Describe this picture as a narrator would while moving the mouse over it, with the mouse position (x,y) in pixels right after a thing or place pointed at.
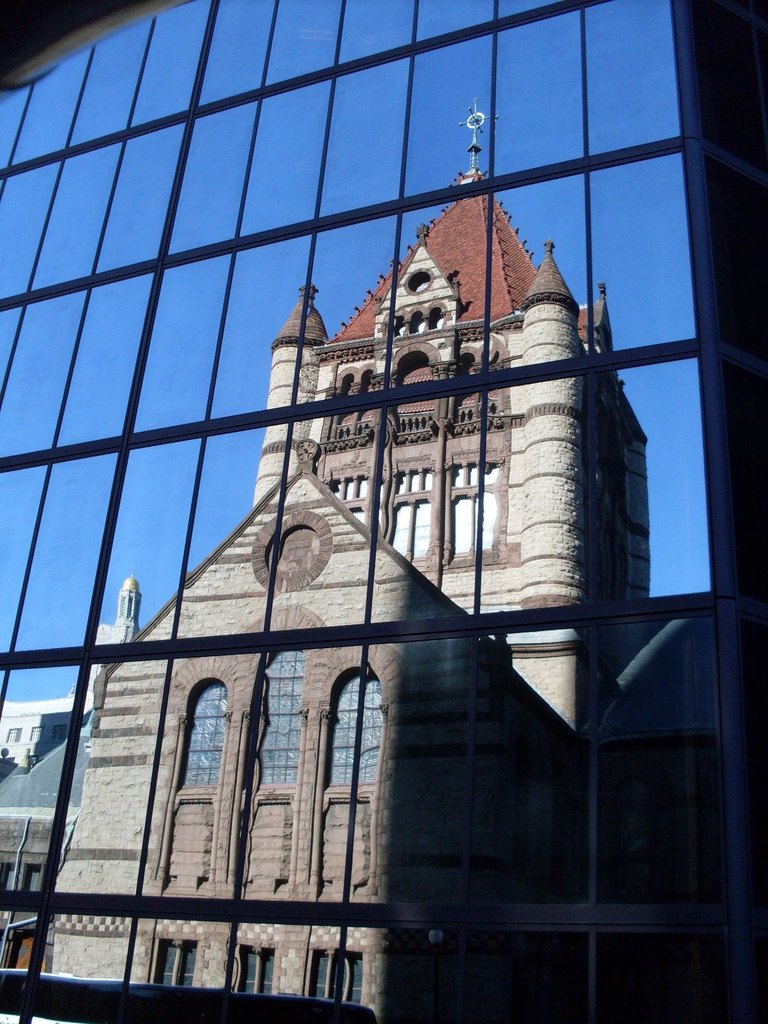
In this image I can see few buildings (127,773) and sky (293,213).
